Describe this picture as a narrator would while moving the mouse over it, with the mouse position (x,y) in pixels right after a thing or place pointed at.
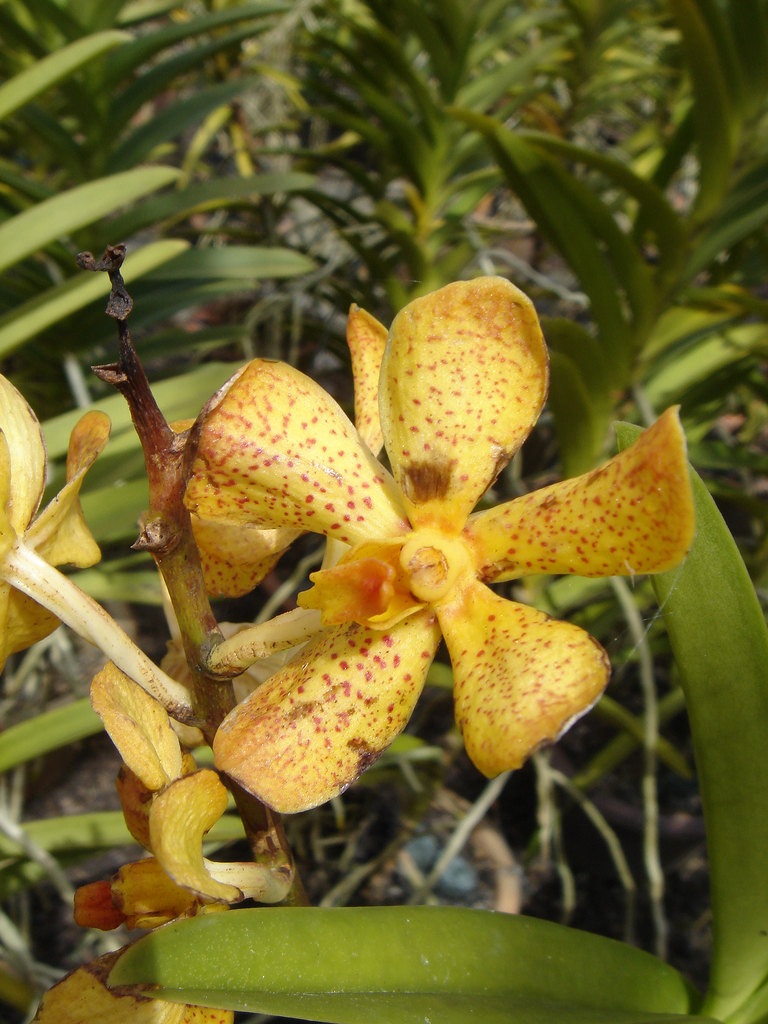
In this image we can see some flowers (376,724). At the bottom of the image (410,989) there is a leaf (258,1007). In the background of the image (765,31) there are some leaves (421,264), branches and other objects (499,213).
